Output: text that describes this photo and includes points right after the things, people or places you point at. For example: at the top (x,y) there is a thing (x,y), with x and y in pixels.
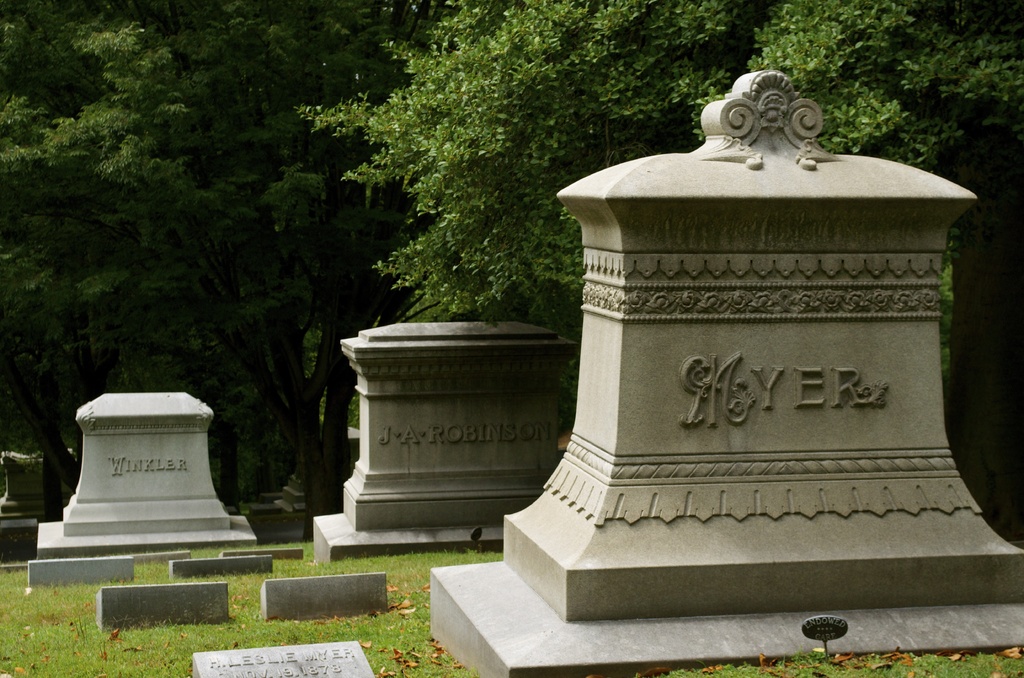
In the foreground of this picture (480,407), there are few headstones (597,389) and in the background (613,128), there are trees (582,167).
